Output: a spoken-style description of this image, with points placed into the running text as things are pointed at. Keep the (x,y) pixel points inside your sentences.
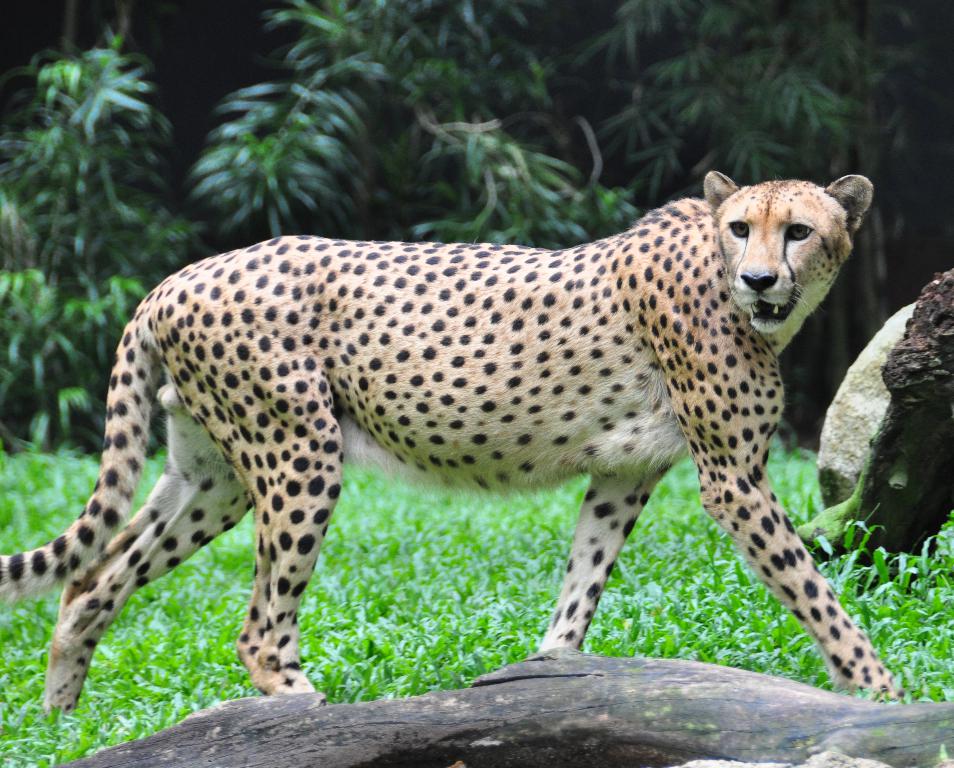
In this image I can see an open grass ground (324,555) and on it I can see a tree trunk (123,753) and a cheetah (576,526) is standing in the front (796,220). In the background (567,111) I can see number of trees (865,316) and on the right side of this image (916,308) I can see a stone (894,316).
